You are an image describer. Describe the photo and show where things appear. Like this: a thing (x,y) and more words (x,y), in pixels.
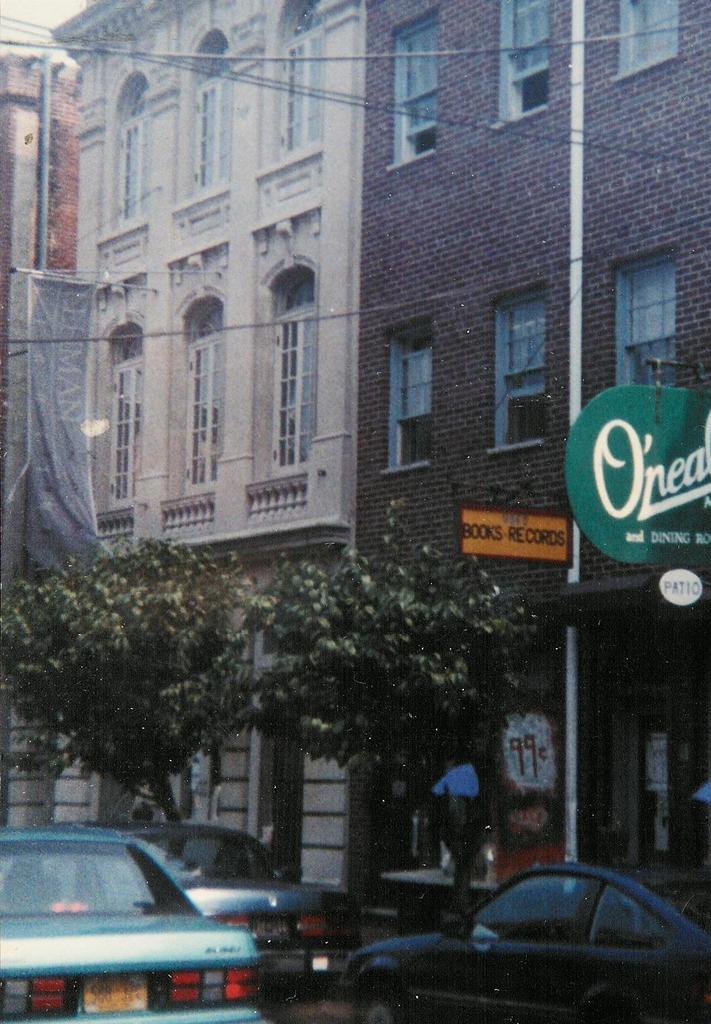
There are trees (372,688) and cars (161,889) at the bottom of this image (282,961), and we can see buildings (298,430) in the background (419,403).
